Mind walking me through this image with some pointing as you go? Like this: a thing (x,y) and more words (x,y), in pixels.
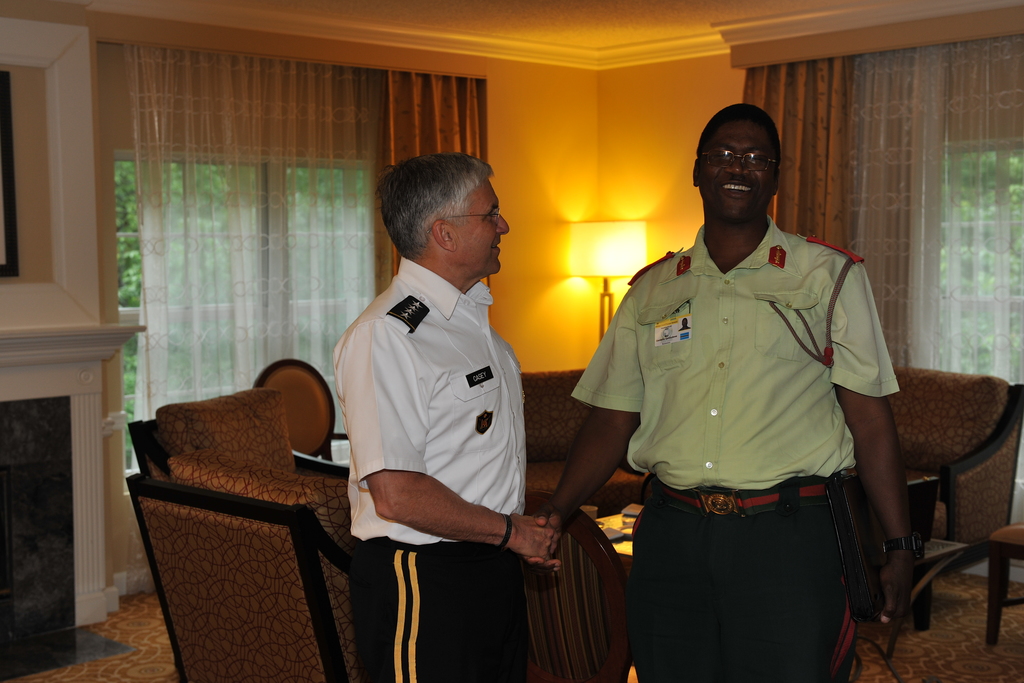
This image is clicked inside a room (112,158). There are two persons (439,489) standing in the middle (505,419). There is a sofa (915,467) in the middle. There are curtains (908,220) in the middle (375,263). There is a lamp (608,317) in the middle (592,243).
